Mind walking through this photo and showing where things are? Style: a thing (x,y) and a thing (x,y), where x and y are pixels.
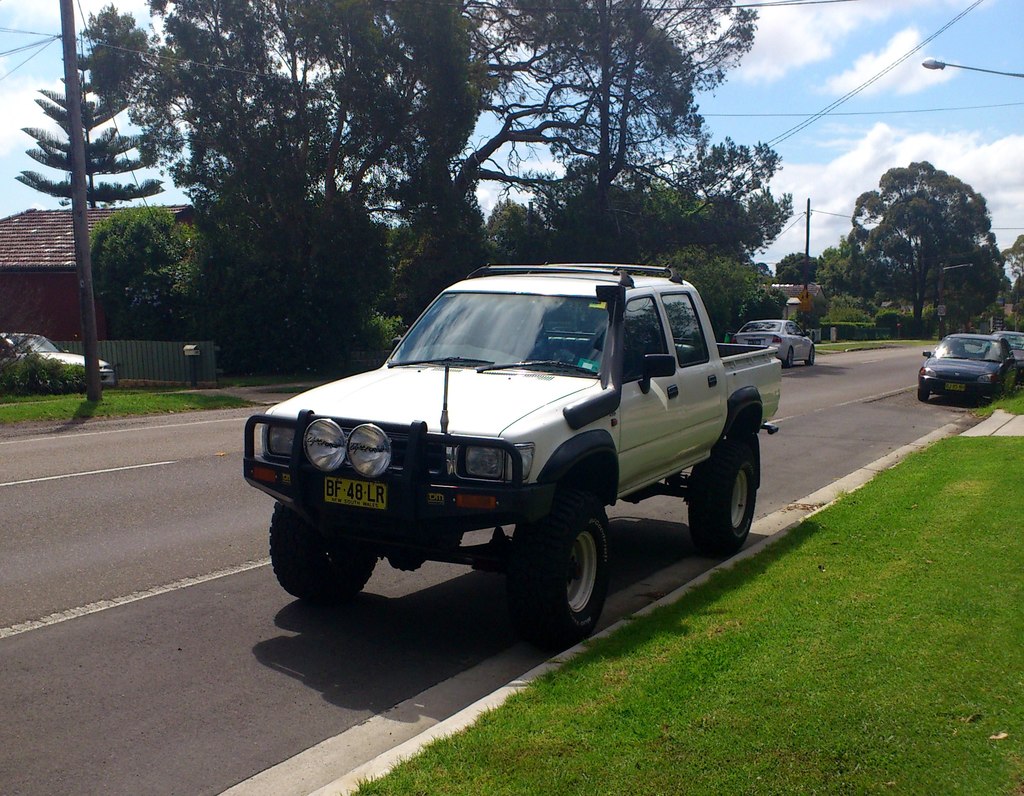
In this image I can see few cars (510,436) on the road (148,581). On both sides of the road (158,681), I can see the grass (811,653) and light poles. In the background (743,226) there are many trees (320,218). On the left side (68,272) there is a house (72,296). In front of this house (28,264) there is a car (61,361). At the top of the image (817,103) I can see the sky (836,67) and clouds (793,30).
